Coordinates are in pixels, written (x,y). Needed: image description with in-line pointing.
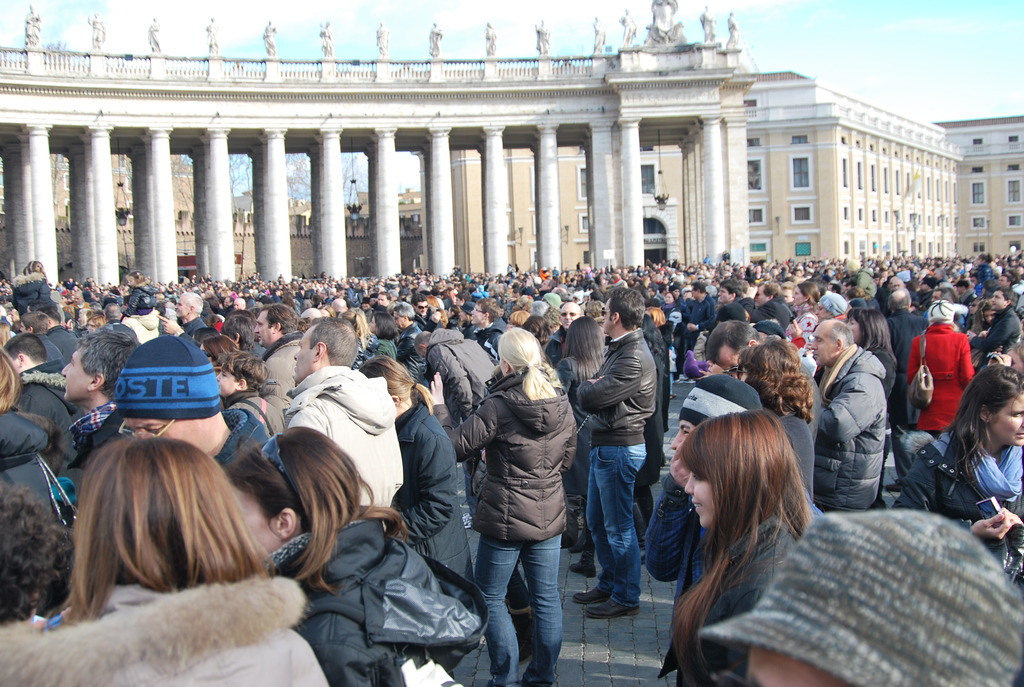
Here in this picture we can see number of people (741,336) standing on the ground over there and we can see buildings (260,173) present all over there and we can see windows (753,180) on the building (784,204) over there and we can also see clouds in the sky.
